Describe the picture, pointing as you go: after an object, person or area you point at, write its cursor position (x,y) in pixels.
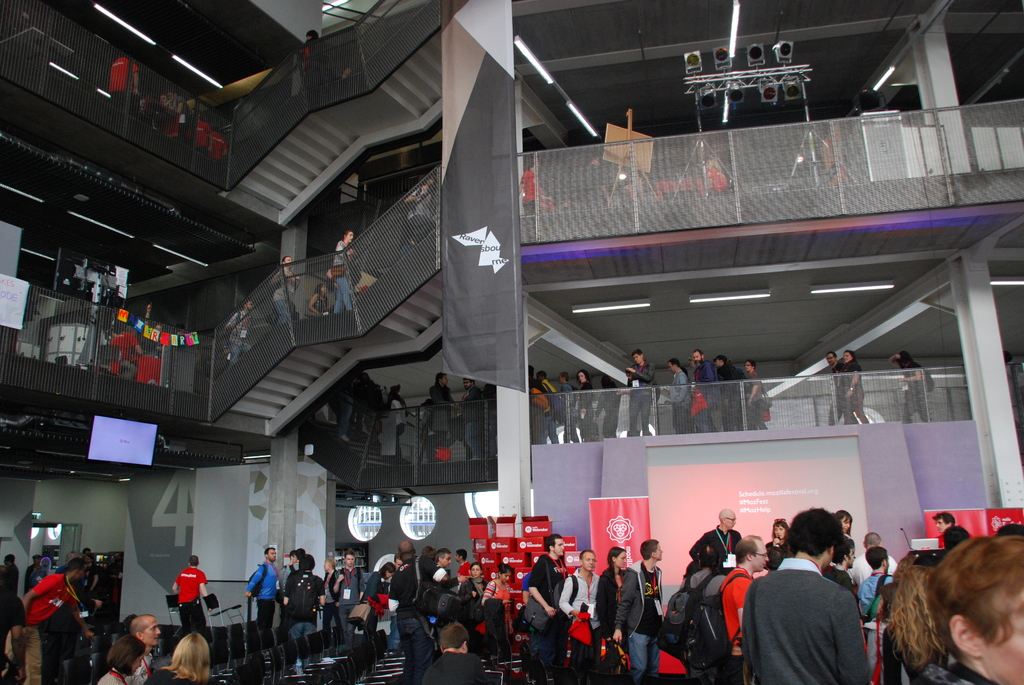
At the bottom of the image (629,606) there are people (208,657). In the background of the image (292,392) there are staircase (313,341), railing (68,329), board (623,151), lights (725,108), pillars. There is a screen (686,499), banners (635,512) with some text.
